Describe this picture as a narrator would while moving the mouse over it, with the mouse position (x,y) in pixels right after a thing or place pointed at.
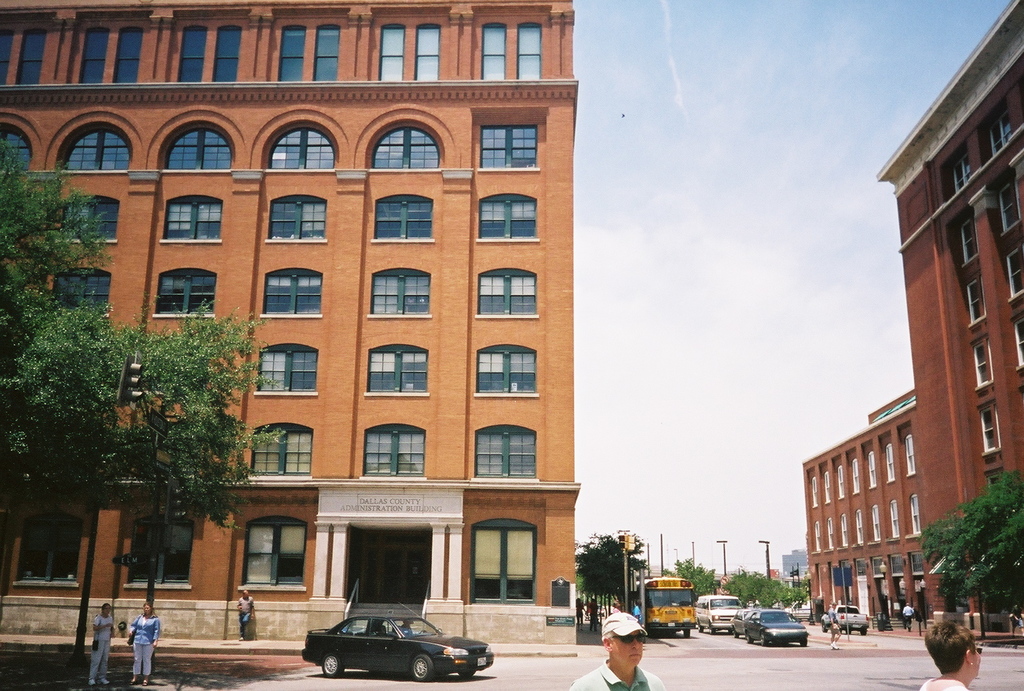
In this image, we can see some buildings (951,436), we can see some cars (768,627) and there is a bus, there are some people (145,633) standing, we can see some trees (216,404), at the top (781,105) there is a sky (765,103).
